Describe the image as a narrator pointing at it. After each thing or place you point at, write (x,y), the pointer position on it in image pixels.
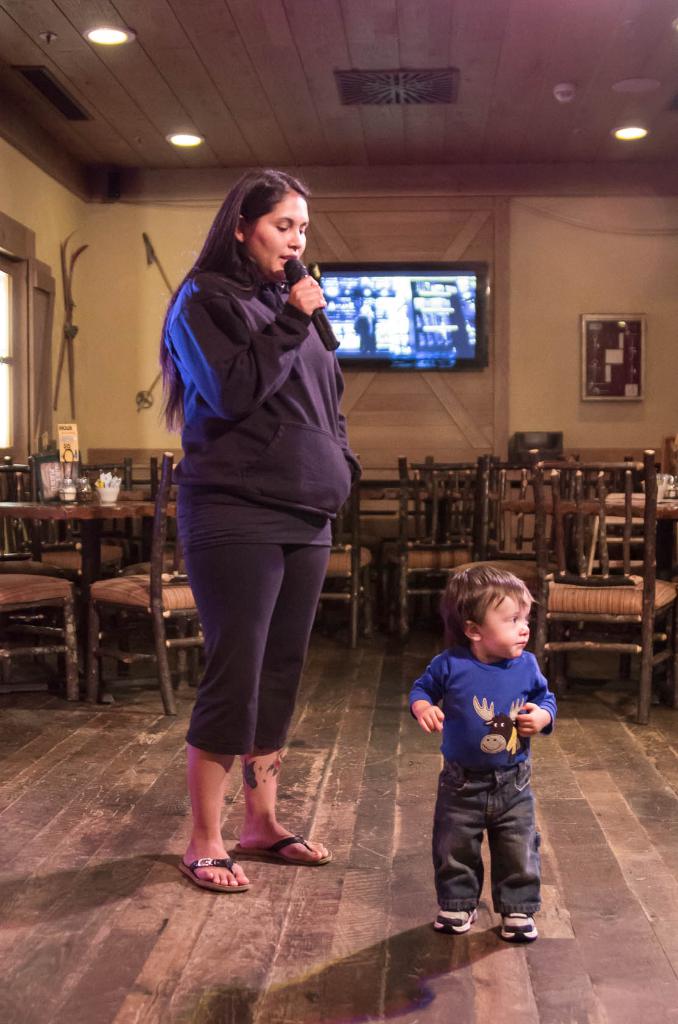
in this picture there is a woman (203,297) was standing and speaking in a microphone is another small boy (550,720) standing and looking somewhere else in the back of that chairs (490,478) and tables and is a television (462,350).
